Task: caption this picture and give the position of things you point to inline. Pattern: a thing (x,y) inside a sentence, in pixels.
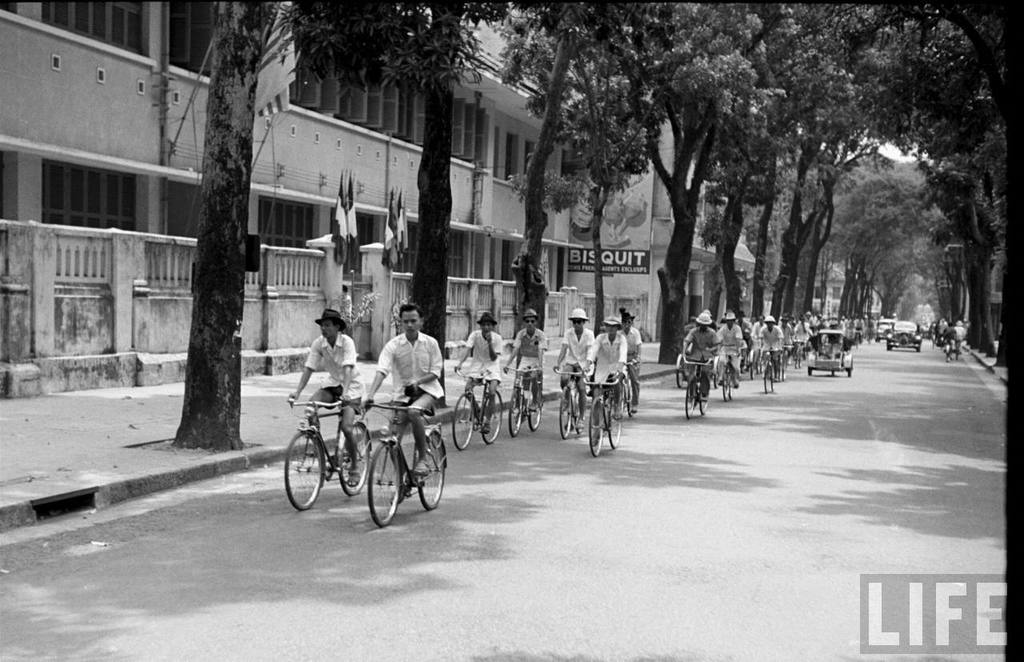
In this image there are group (519,334) of riding a bicycle (438,486) on the road (767,504), there are cars (899,338) and other vehicle (828,370) on the road (842,510). There are trees (938,100) on the both right and left side of the image (204,165). In the left side of the image (341,242) there are flags (354,228) at the entrance (368,282) of the building (334,133).
